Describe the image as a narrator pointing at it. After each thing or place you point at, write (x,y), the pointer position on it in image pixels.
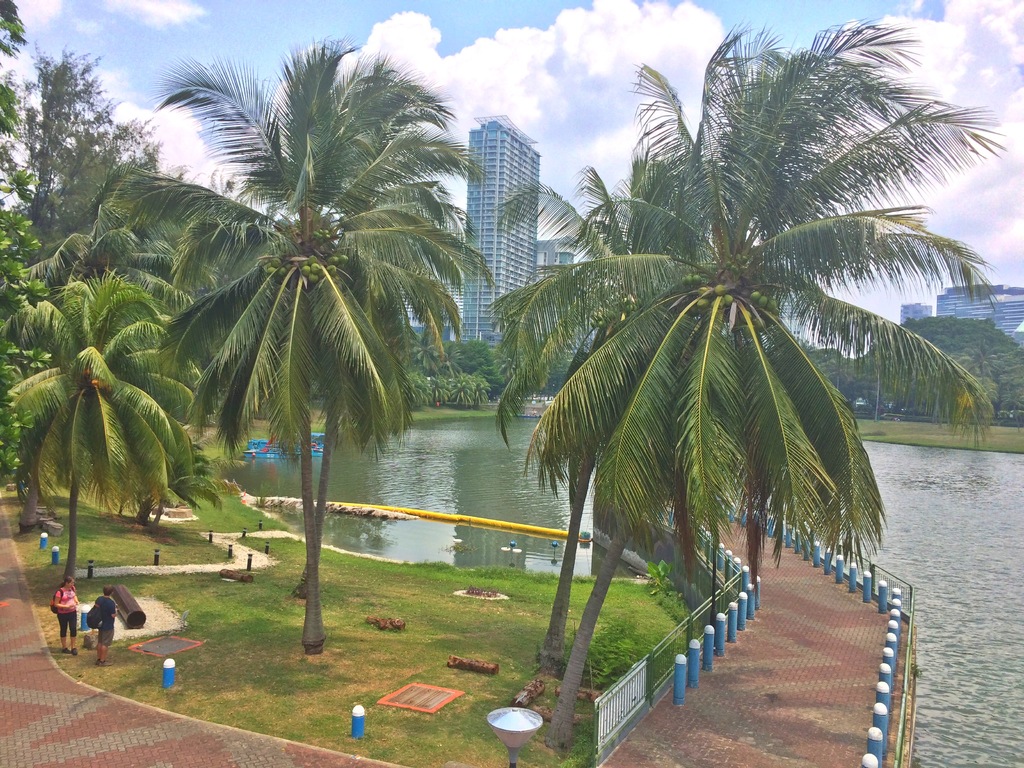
In the foreground (337,367) I can see two persons (102,608) are standing on the ground (369,667), fence (673,654), grass (345,689), trees (562,620) and a bridge (783,648). In the background (408,445) I can see a boat (321,446) in the water (504,487) and buildings (473,292). On the top (479,21) I can see the sky (479,35). This image is taken during a day near the lake (427,442).
